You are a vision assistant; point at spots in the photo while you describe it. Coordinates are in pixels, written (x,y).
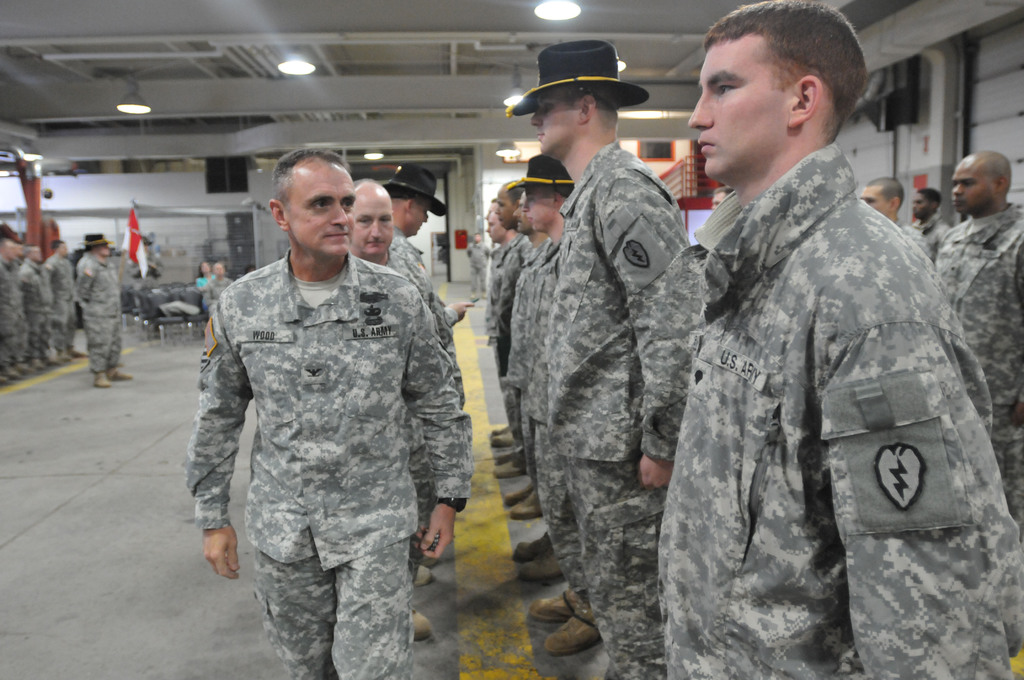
Here we can see group of people (718,443) on the floor (145,570). There are chairs (163,326), lights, and a flag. In the background (210,177) there is a wall (462,249).
